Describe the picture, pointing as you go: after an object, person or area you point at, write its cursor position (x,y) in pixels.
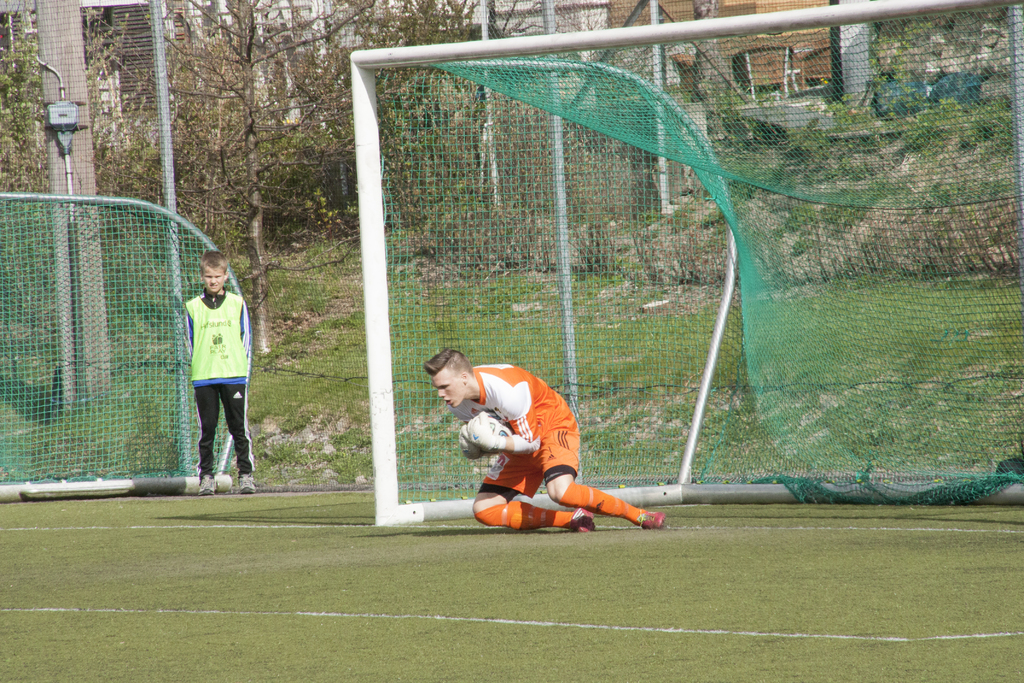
In this image we can see a man (463,402) and a boy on the ground (635,610). In that a man (560,484) is holding a ball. We can also see a goal post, a net (70,413), the bark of a tree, a device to a pole (83,173), a group of trees (289,223), grass (621,620) and a buildings (866,68).
